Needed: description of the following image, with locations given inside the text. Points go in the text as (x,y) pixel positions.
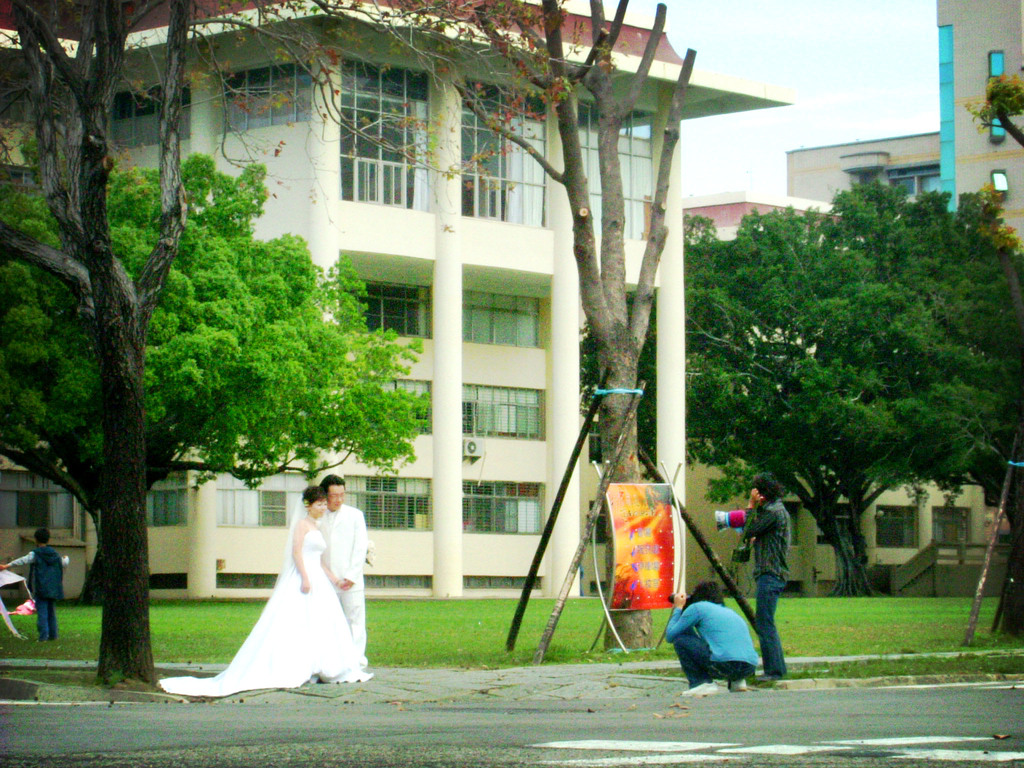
In the image I can see a lady (311,550) who is wearing gown (319,585) and the guy (350,599) in white dress (350,599) are posing for the picture and in front them there are two people (718,663) who are holding the cameras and also I can see some trees (934,377), plants (176,397) and buildings (577,500).
